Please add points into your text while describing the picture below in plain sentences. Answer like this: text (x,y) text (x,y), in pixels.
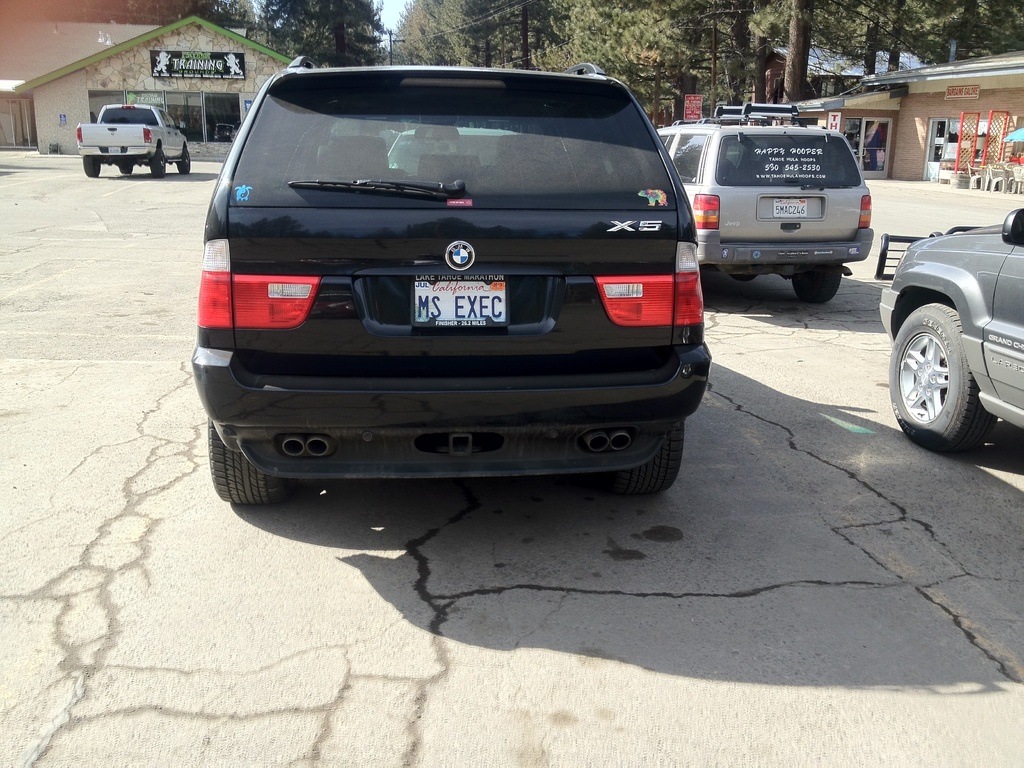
Here in this picture we can see cars (664,306) and trucks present on the road (202,177) over there and we can see houses (145,53) also present here and there and we can see trees (488,28) present all over there and on the right side (989,173) we can see table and chairs (1001,180) present.
